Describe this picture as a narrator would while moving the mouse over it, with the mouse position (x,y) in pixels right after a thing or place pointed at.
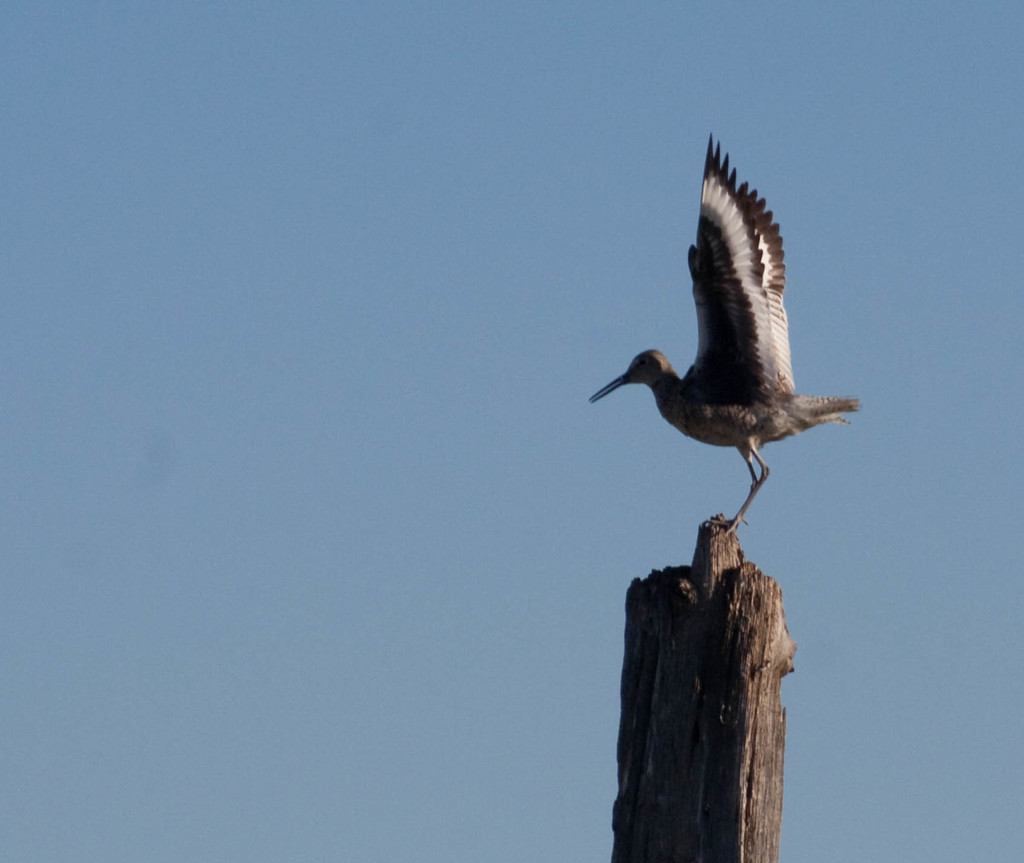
In this image there is a bird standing on a wooden object (710,645). There is a sky (589,490).
